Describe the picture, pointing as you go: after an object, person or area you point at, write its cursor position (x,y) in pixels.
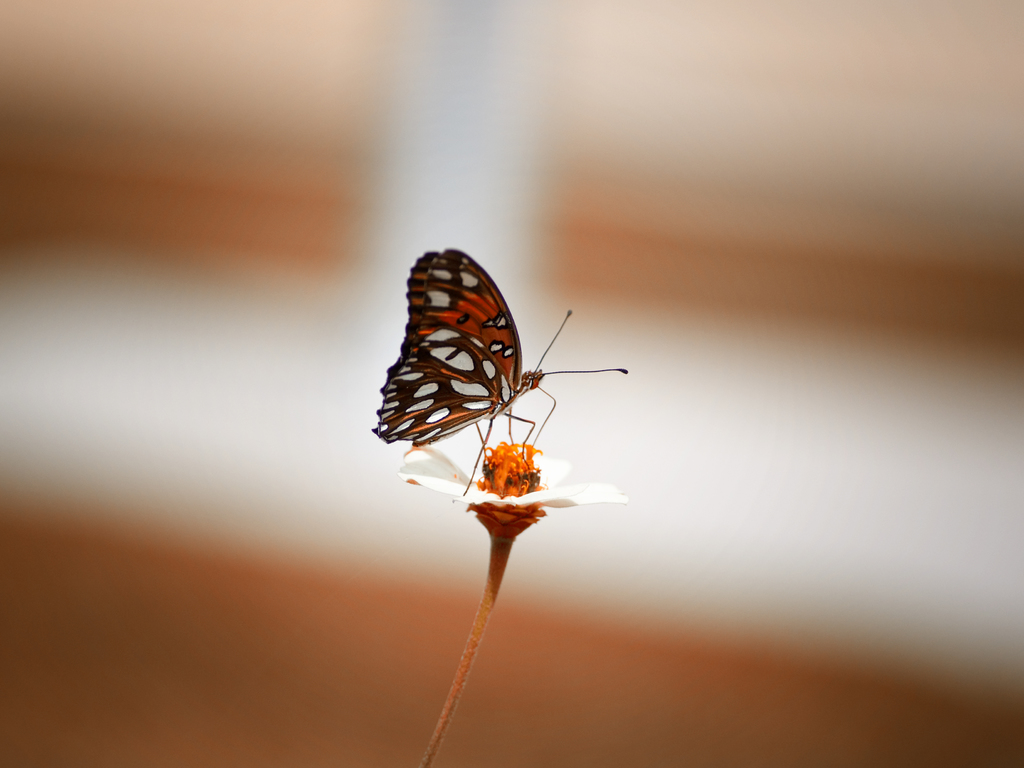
In this picture there is a butterfly (459,409) on the flower (497,487). The flower (491,473) is in white in color and butterfly (449,267) is in brown and white in color.
